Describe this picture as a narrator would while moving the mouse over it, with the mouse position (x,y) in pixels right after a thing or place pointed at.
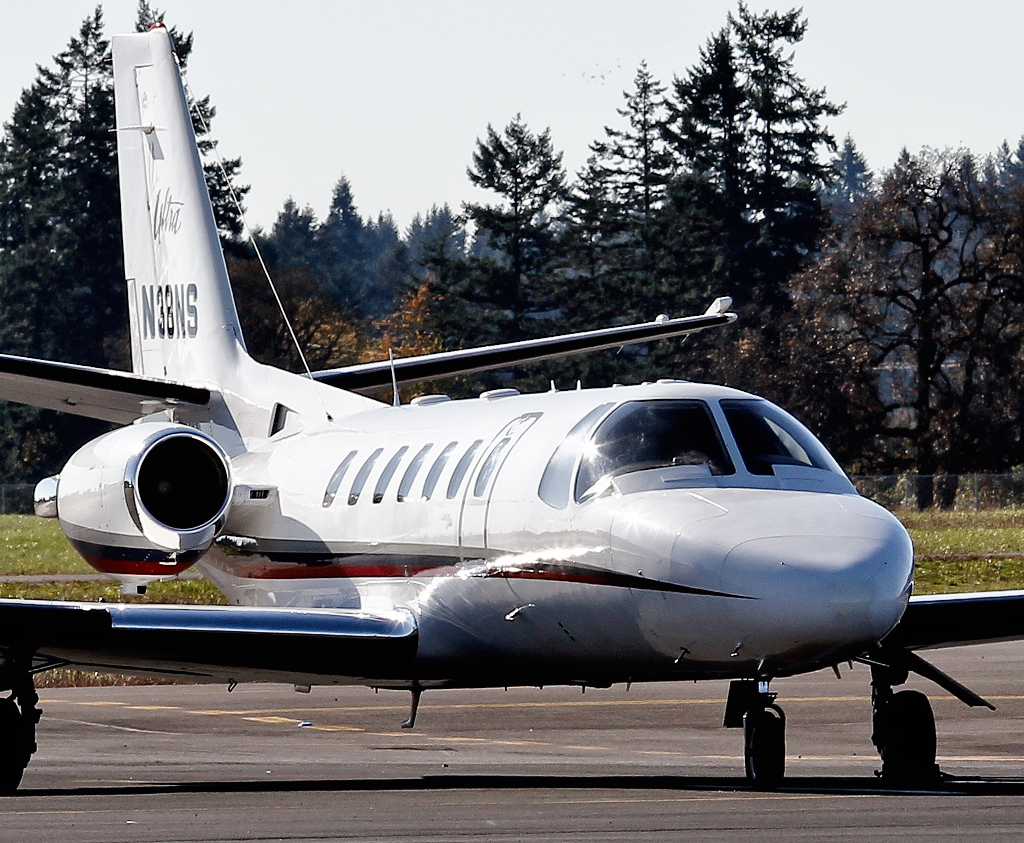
The picture consists of an airplane (565,643) on the runway (470,745). In the middle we can see plants (20,527) and grass (64,543). In the background (689,258) there are trees (608,270). At the top (520,70) it is sky (891,46).
